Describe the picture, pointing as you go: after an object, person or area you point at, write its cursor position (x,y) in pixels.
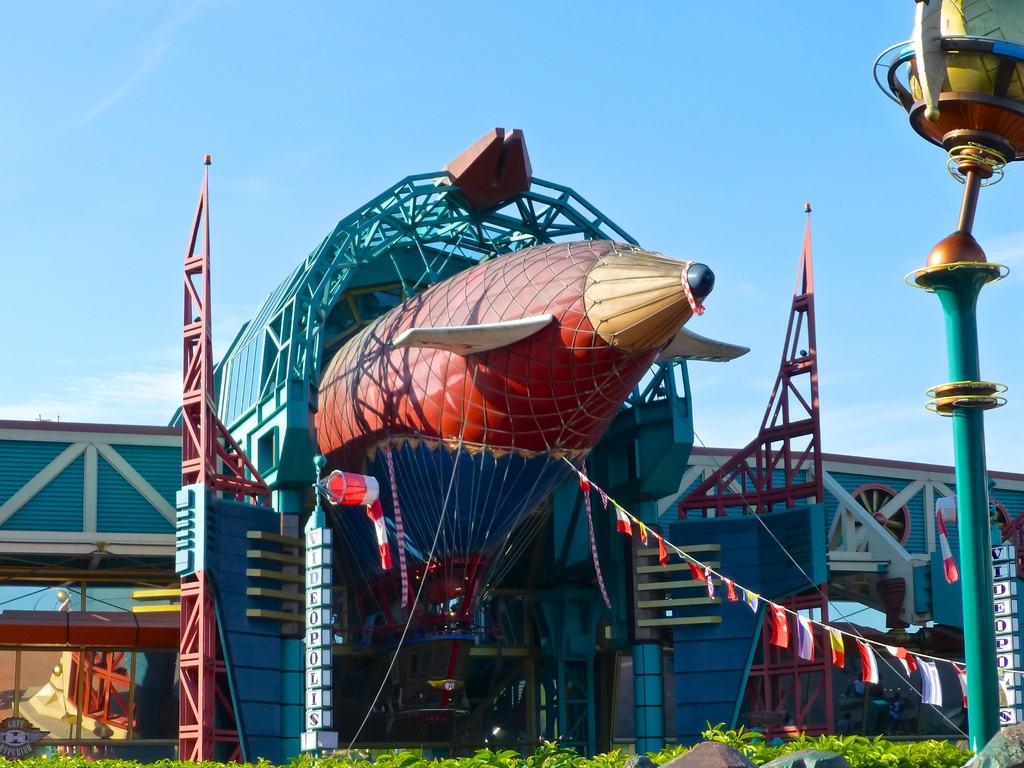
In the center of the image (454,309) there is a depiction of an airship (384,368). There are rods (204,709), glass windows (152,581), flags (803,623). At the bottom of the image (481,753) there are plants (601,761). To the right side of the image (977,392) there is a pole (980,288) with a spherical structure (979,95) on it. At the top of the image (261,26) there is sky (420,48).
